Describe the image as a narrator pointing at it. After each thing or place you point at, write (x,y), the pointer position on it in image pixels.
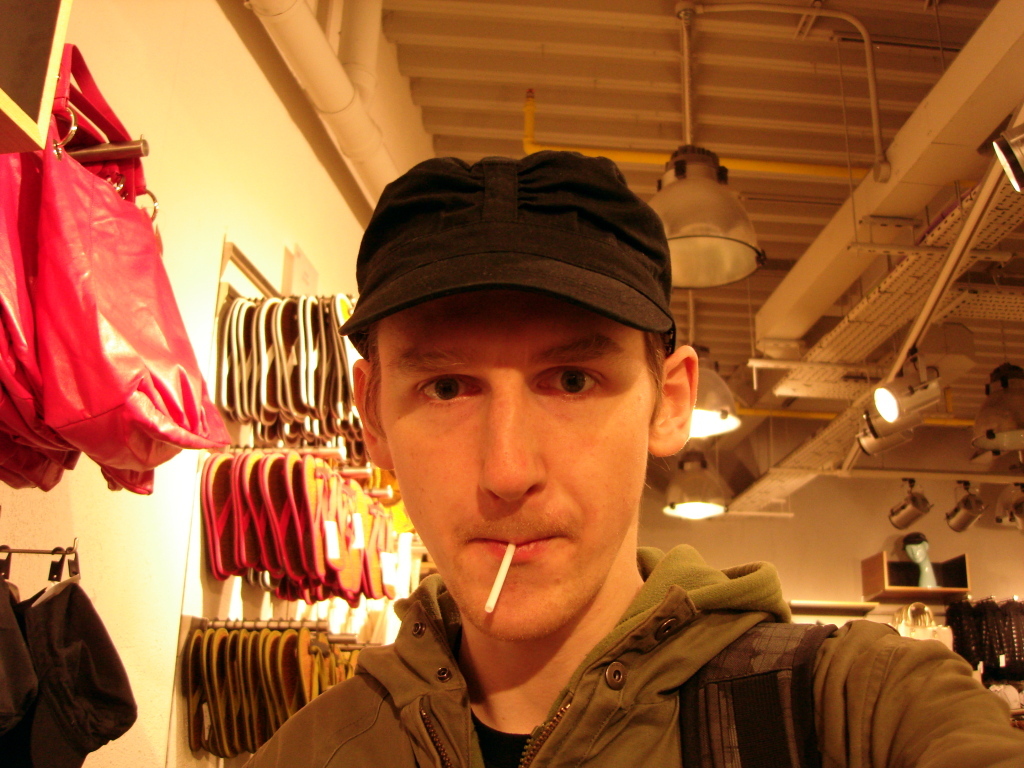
In this picture there is a boy (458,398) in the center of the image (590,345) and there are lamps (718,427) on the roof (647,34) and there are bags (52,379) and slippers (259,409), which are hanged behind the boy (377,354).
